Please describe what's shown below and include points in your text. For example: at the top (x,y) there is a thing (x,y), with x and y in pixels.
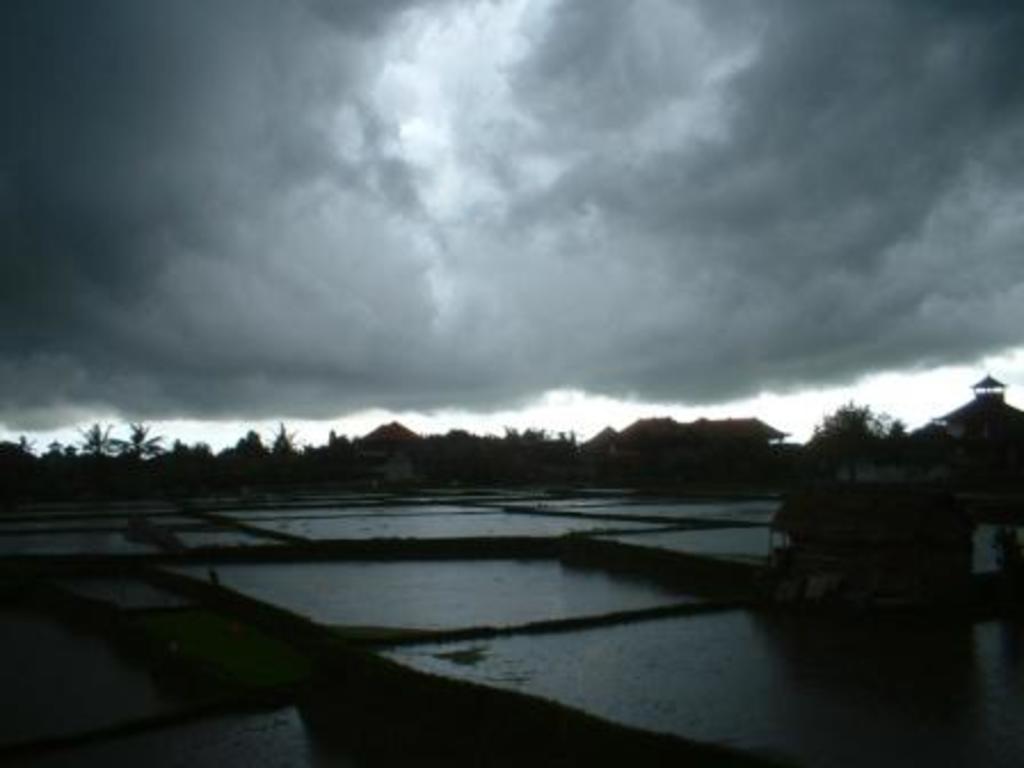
In this image in the front (496,648) there is water (473,582) and there is an object (882,508) which is visible. In the background (318,431) there are trees (165,488), houses (965,421) and the sky (532,290) is cloudy.
